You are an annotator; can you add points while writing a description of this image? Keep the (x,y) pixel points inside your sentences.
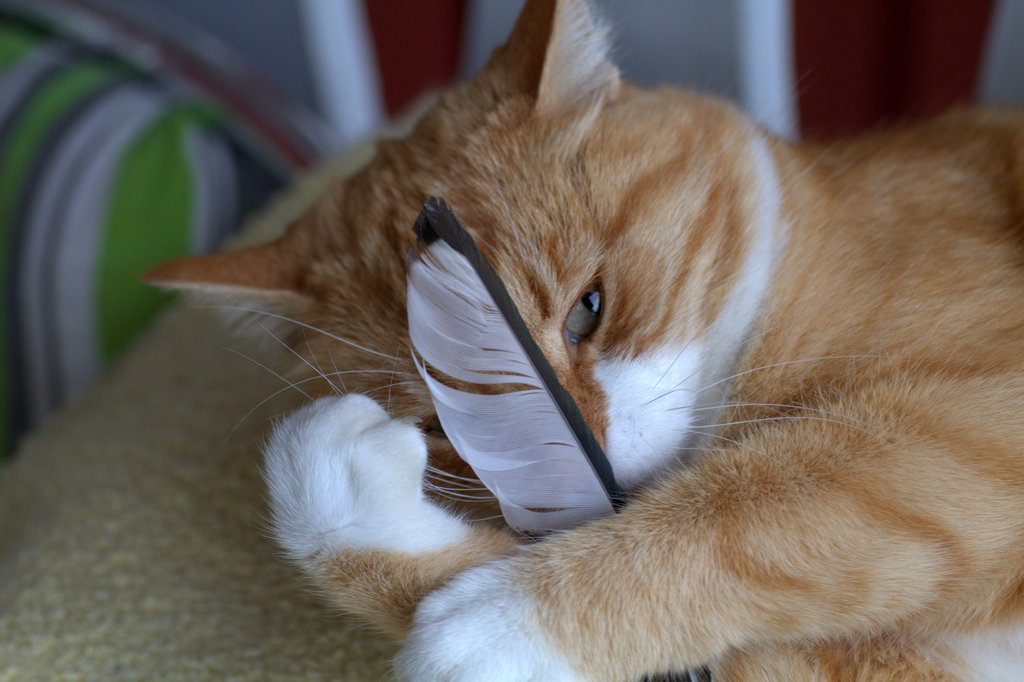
In this image we can see there is a cat (507,527) lay and holding some object (517,456).
